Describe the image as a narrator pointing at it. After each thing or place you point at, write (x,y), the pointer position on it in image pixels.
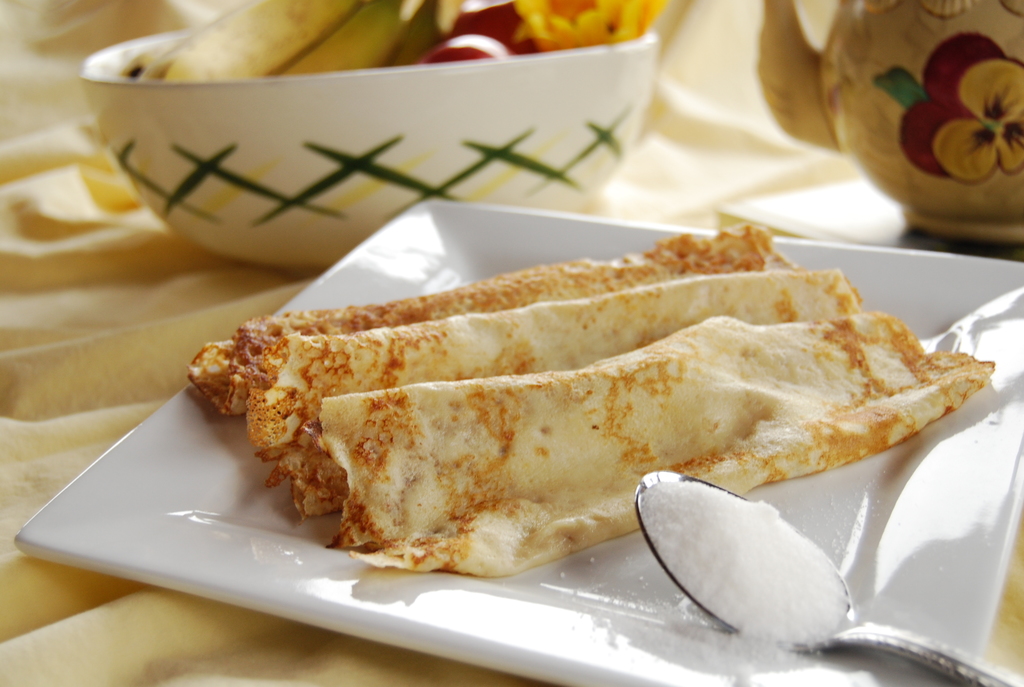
In this picture I can see food items (517,29) on the plate (507,245) and in a bowl (280,179), there is a spoon (714,521) with powder (749,542), this is looking like a teapot (1021,194) on the cloth (199,605).
